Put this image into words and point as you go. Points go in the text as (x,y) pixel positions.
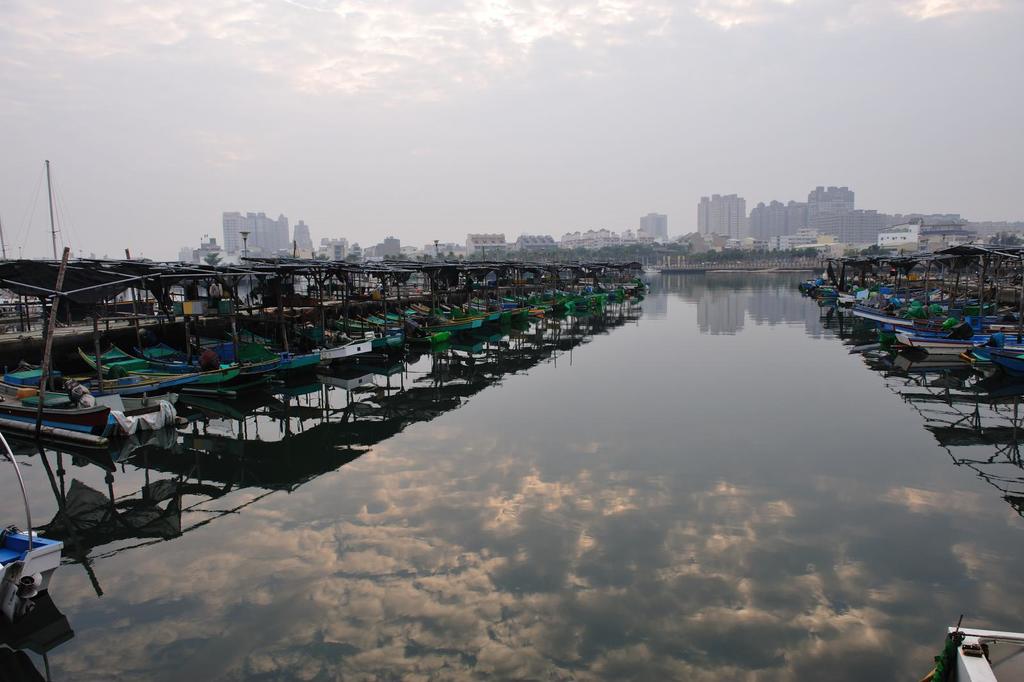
In this image I can see many boats (503,312) are on the water (516,403). These boats (973,318) are colorful. In the background (612,256) I can see many trees (718,253), buildings (738,241), clouds (33,1) and the sky (644,156).
